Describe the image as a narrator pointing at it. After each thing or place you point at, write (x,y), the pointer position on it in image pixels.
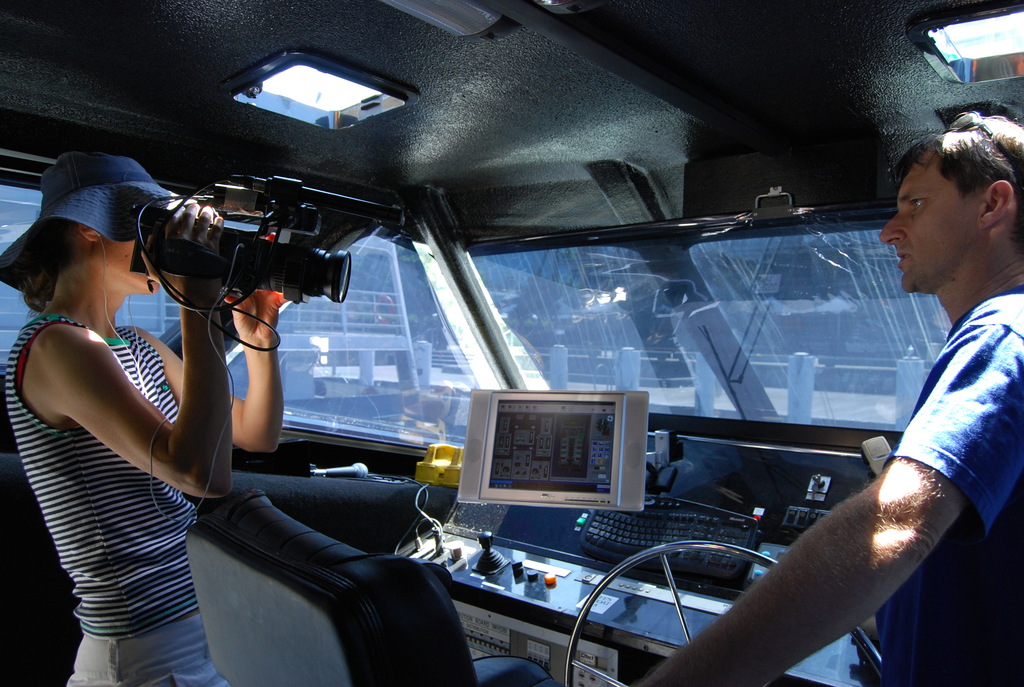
In this image, there are a few people (140,563). Among them, we can see a person (209,380) holding some object (222,239). We can also see the chair (371,576) and the glass wall (337,406). We can see some devices (588,602) and a screen (535,502). We can also see a keyboard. We can see the view from the glass wall (892,368). We can see the fence (904,365) and the roof (574,186) with some objects (732,178) attached to it.
